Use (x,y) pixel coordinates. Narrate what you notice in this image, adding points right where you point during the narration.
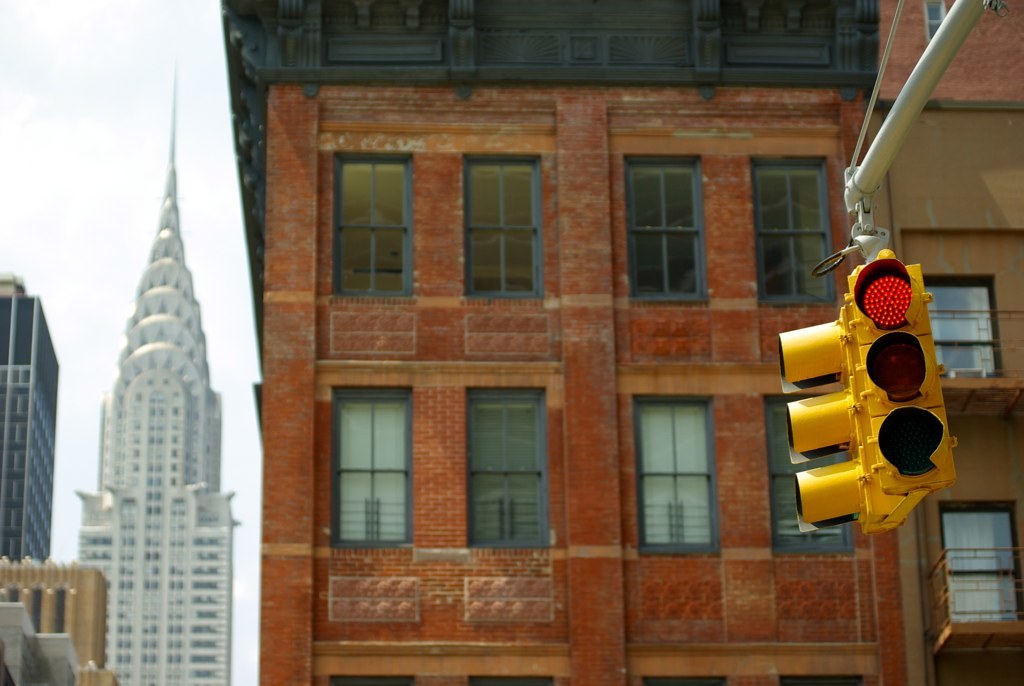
In the foreground (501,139) I can see a traffic light pole (880,330), buildings (525,310), windows (468,475) and the sky (68,18). This image is taken may be during a day.
